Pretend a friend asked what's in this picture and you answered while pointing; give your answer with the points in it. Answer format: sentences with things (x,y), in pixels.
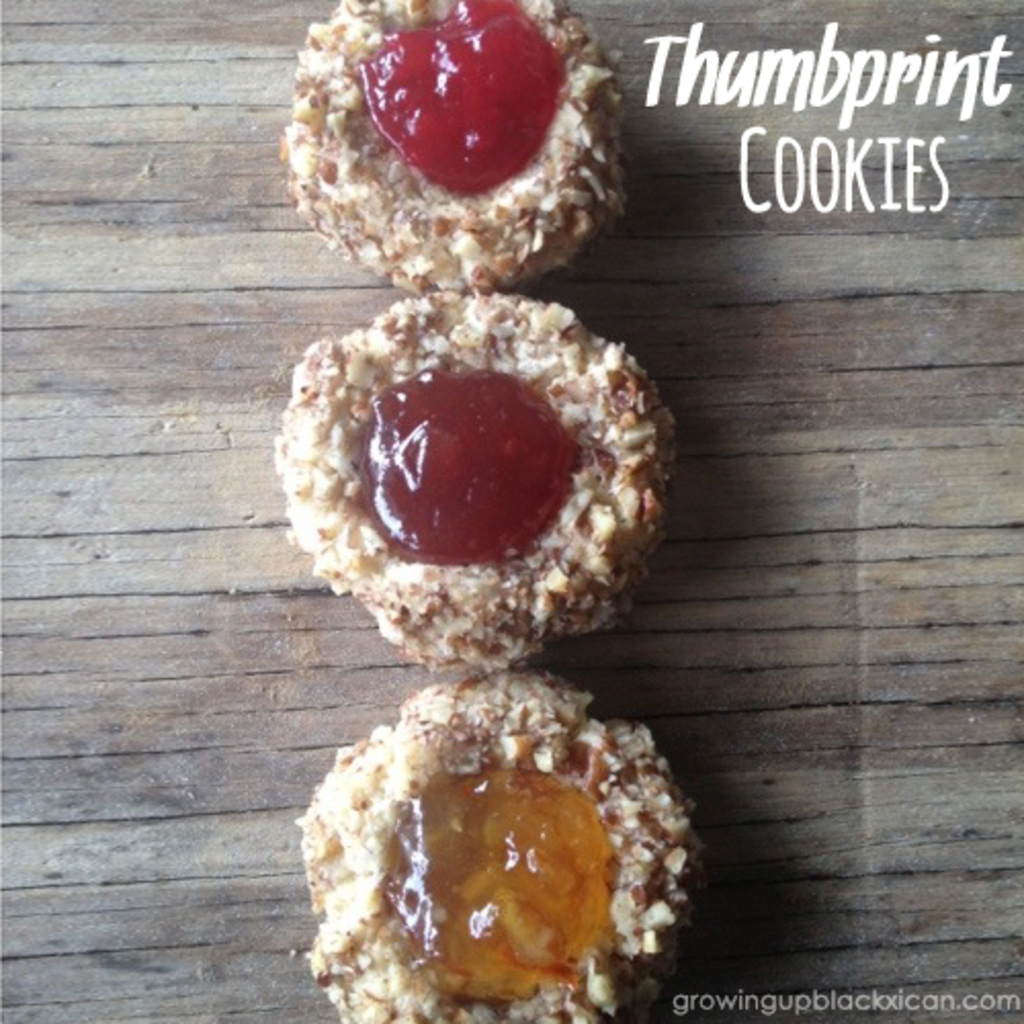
This image consists of food (420,591) with some text (859,179) written on it.
